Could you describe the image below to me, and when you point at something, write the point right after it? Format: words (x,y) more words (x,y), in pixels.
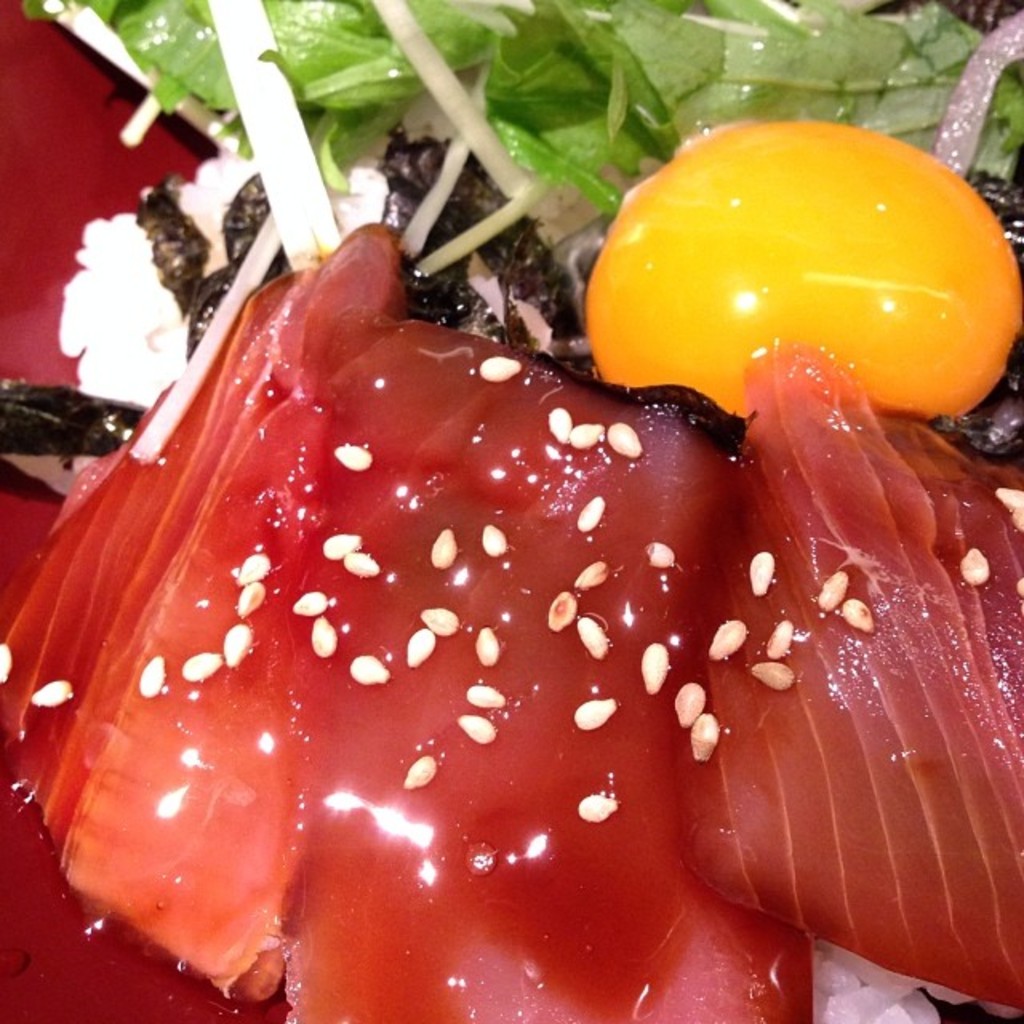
It is a zoom in picture of some food item (650,255), it seems like there is some meat (384,611), sauce (583,544), sesame seeds (859,606), green leaves (344,39) and other items (329,222).
